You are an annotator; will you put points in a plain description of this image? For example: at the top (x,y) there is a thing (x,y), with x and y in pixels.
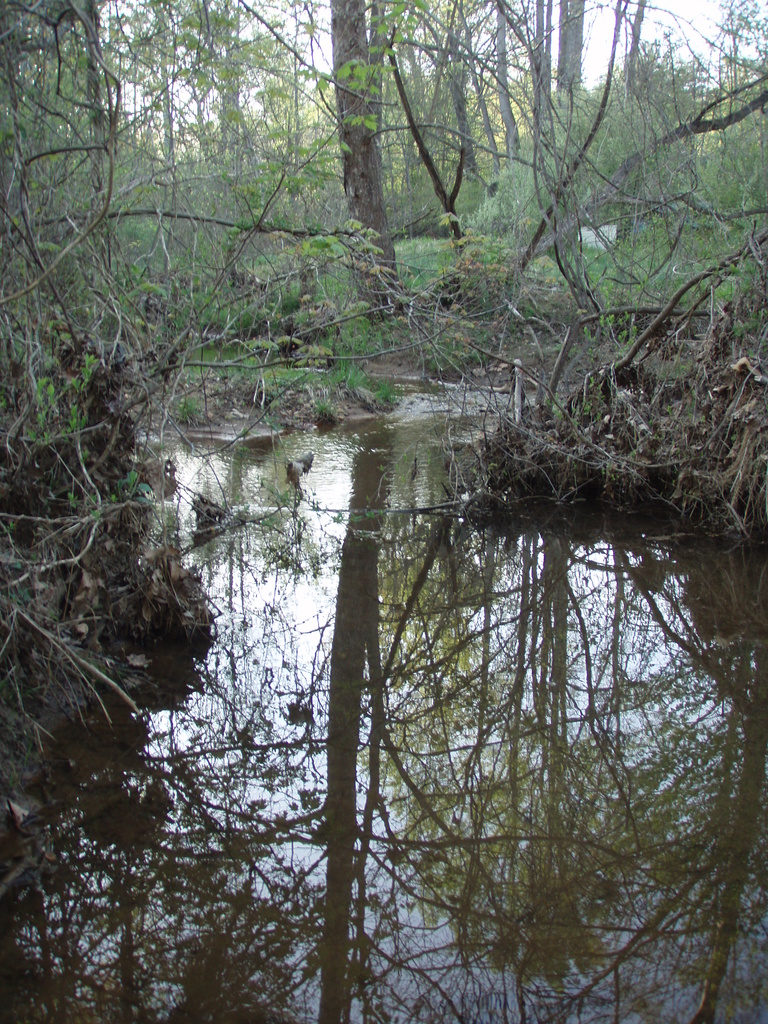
In the foreground of the picture (439,667) there is a water body (423,605). In the center of the picture (493,445) there are trees (275,271) and land (403,287). In the background (380,90) there are trees (447,88).
